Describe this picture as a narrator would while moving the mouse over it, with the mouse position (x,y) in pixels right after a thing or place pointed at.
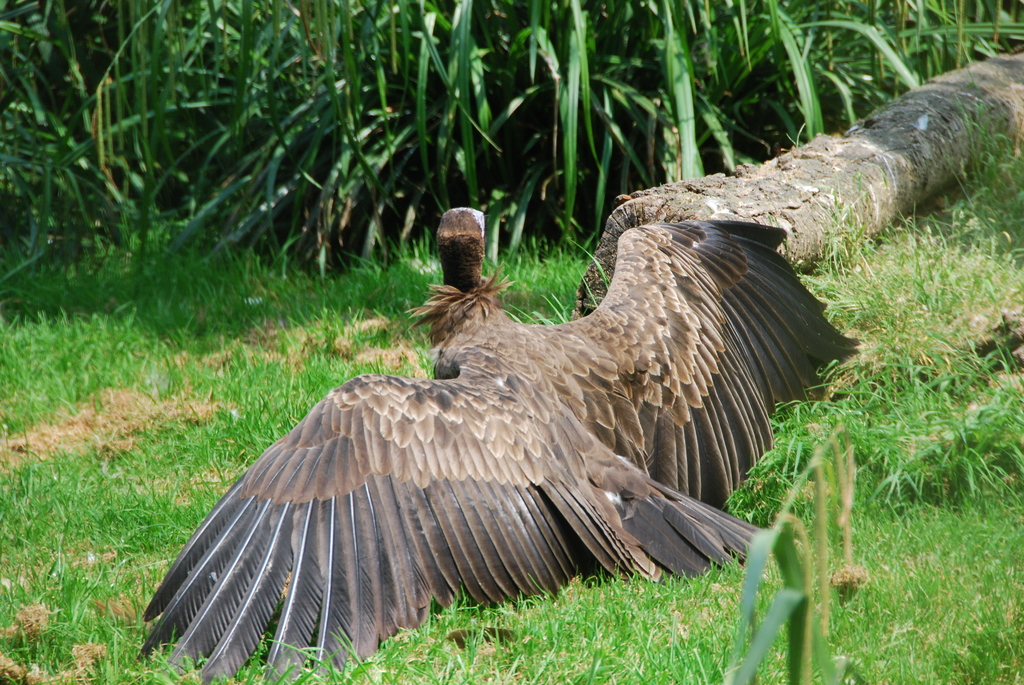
In this picture I can see a bird (669,487) and a tree bark (794,157) on the ground (29,334) and looks like few plants (494,131) in the back (497,110).
